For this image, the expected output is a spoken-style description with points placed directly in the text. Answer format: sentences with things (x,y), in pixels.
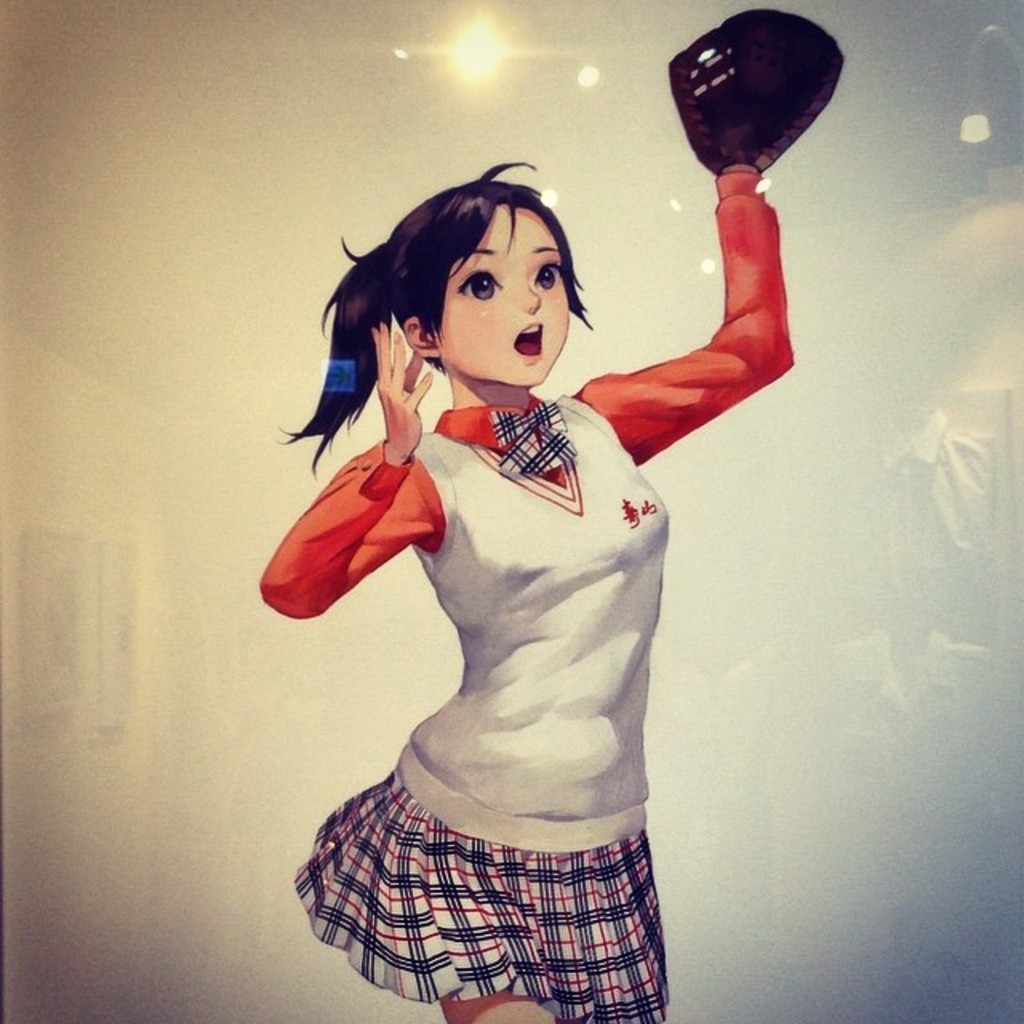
This image looks like a depiction in which I can see a woman (585,476) is holding some object (752,29) in hand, photo frames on a wall (133,486) and lights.
